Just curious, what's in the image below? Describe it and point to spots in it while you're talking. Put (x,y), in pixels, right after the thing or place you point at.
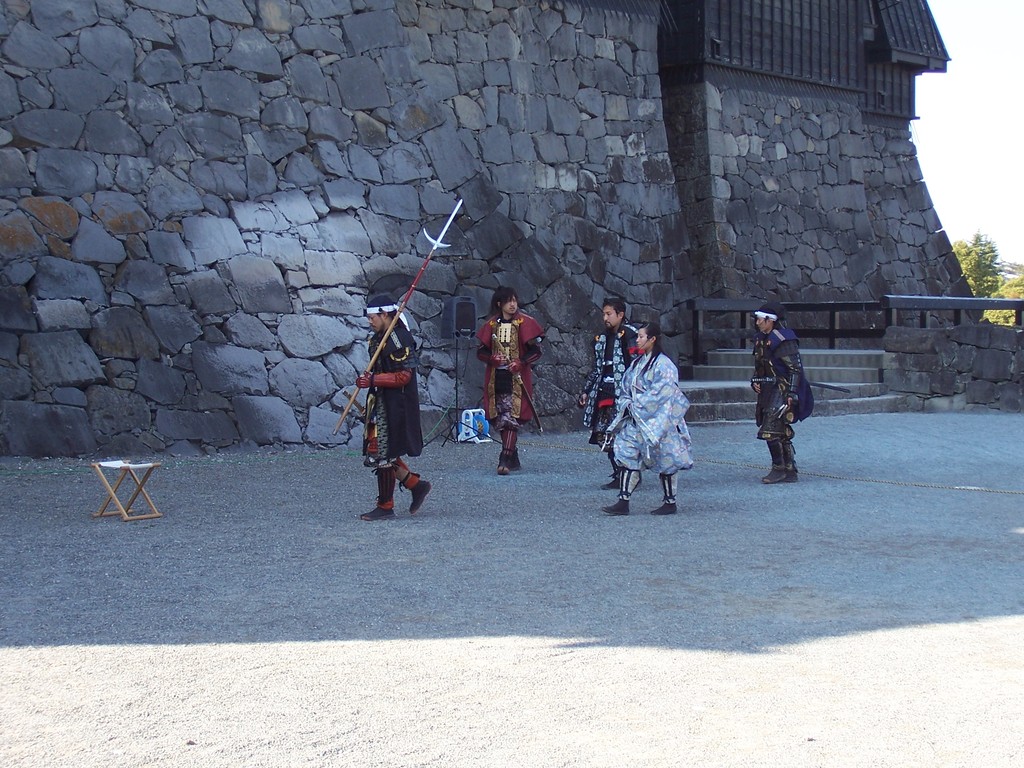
In the picture I can see few persons (608,379) standing and wearing fancy dress (649,362) and there is an object (112,489) in front of them and there is a brick wall (242,182) in the background (300,168) and there are few trees (993,273) in the right corner (991,286).
